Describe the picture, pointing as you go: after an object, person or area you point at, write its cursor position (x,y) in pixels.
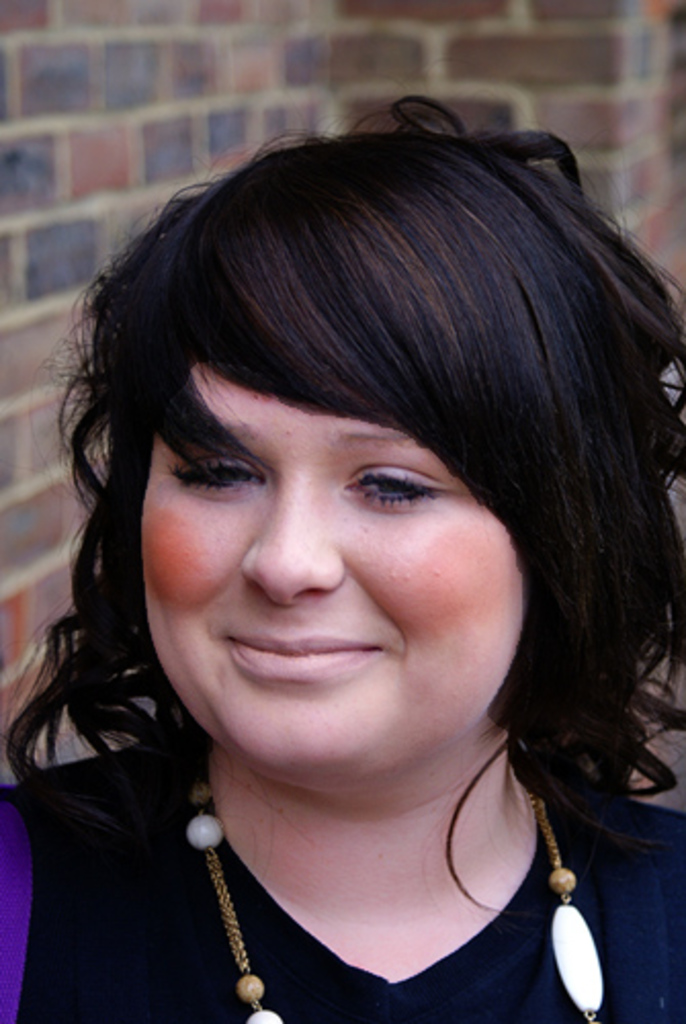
In the image there is a woman (203,742), she is wearing a chain (555,931) and the background of the woman (94,523) is blur.
